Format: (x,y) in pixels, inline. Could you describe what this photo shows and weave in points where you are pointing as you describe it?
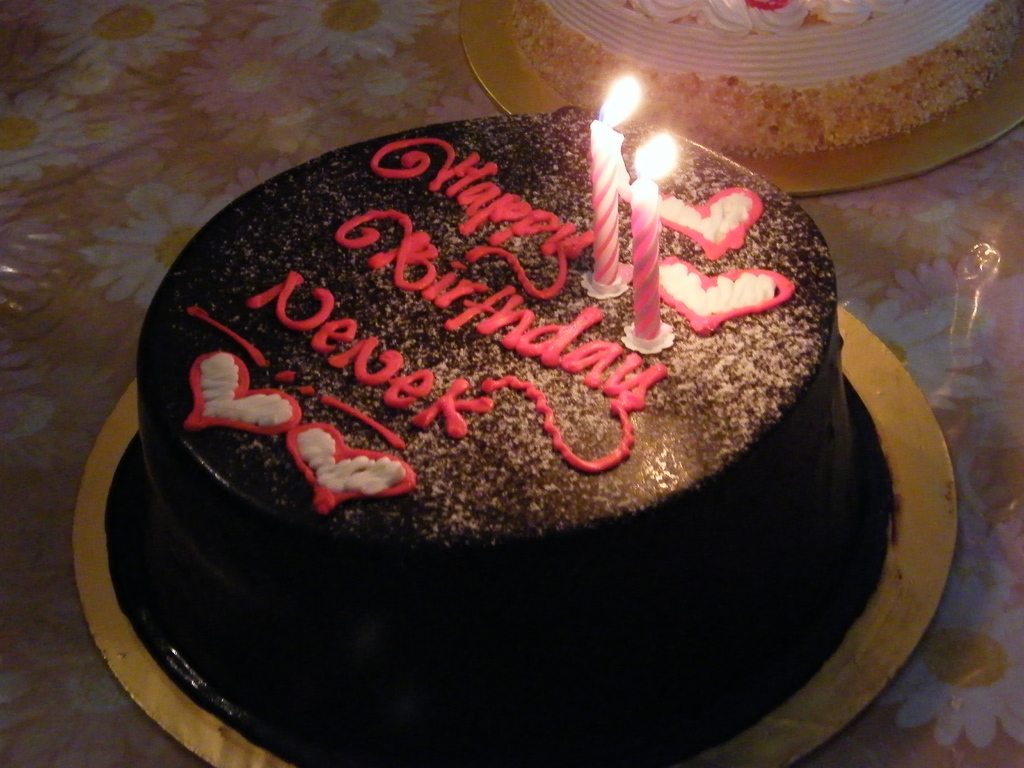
In this picture, there is a cake (564,481) in the center (564,441) with candles (646,295). On the top (717,32), there is another cake (935,78).
